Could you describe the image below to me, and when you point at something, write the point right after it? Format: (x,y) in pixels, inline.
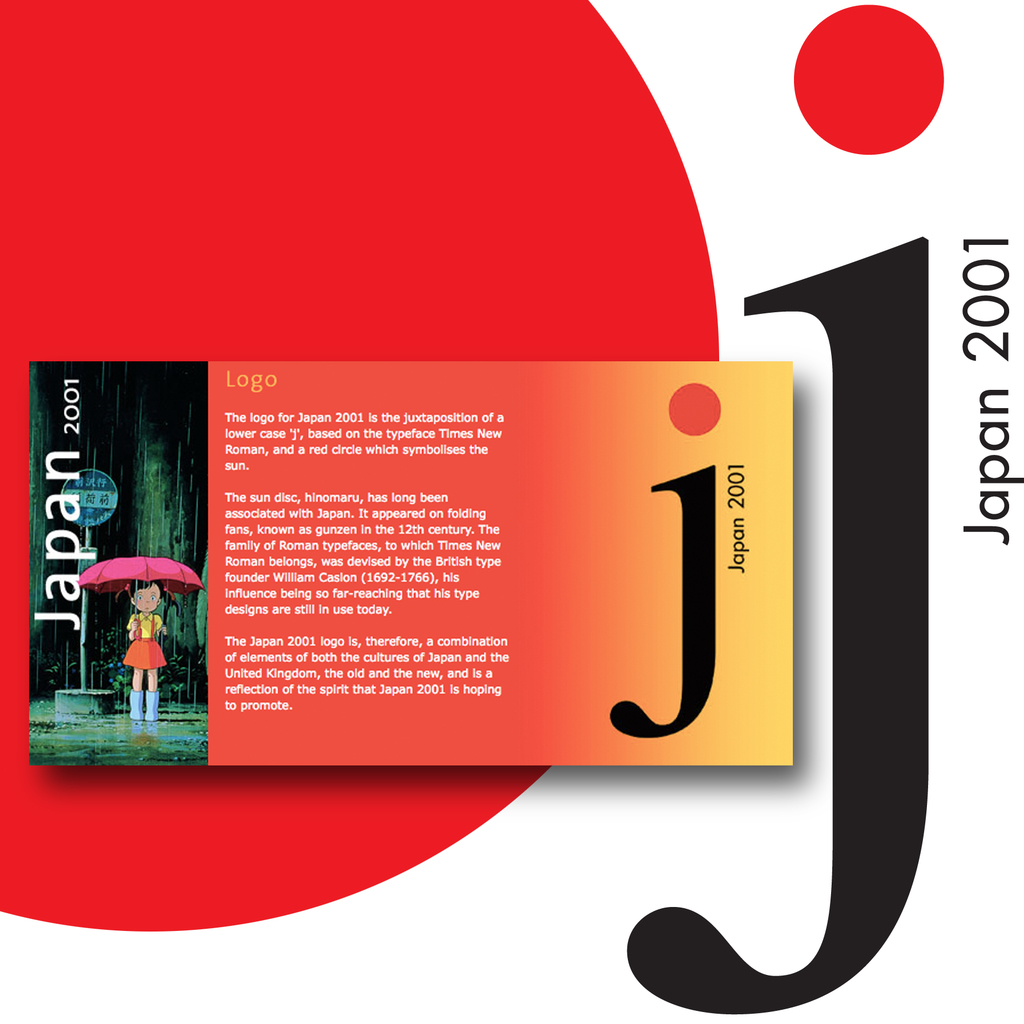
In the picture we can see a logo (891,879) representing a logo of Japan 2001 with a symbol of a girl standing with an umbrella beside the sign board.
